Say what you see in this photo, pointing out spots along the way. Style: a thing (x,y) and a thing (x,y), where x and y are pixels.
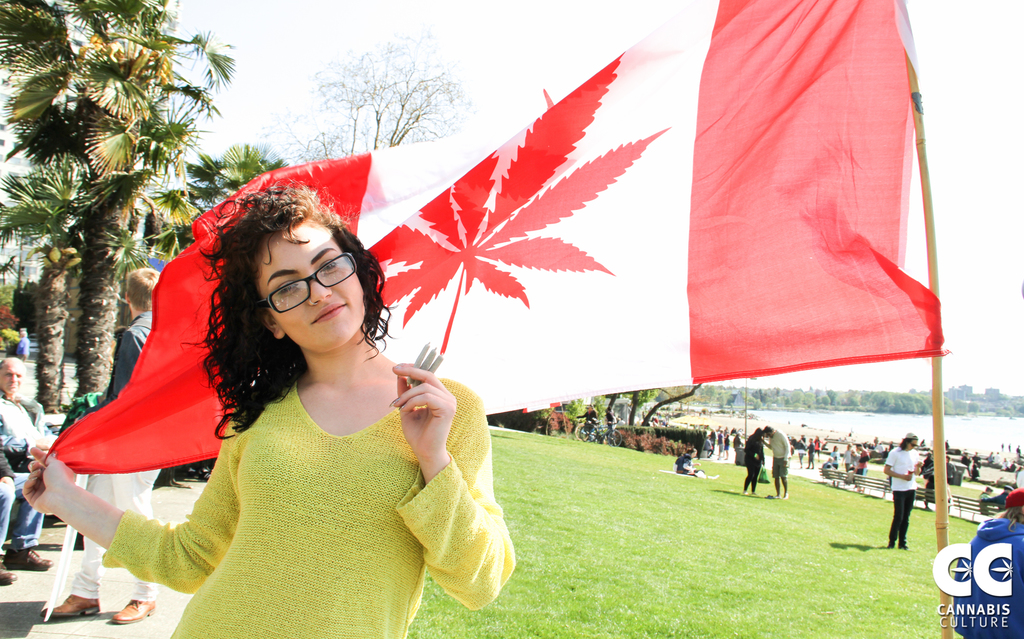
In this picture there is a woman (352,533) wearing yellow dress (273,571) is standing and holding a flag (493,273) behind her and there are few other persons (754,466) trees (150,223) and greenery ground (719,585) behind her and there is water (915,418) and trees (829,401) in the background (835,426).
